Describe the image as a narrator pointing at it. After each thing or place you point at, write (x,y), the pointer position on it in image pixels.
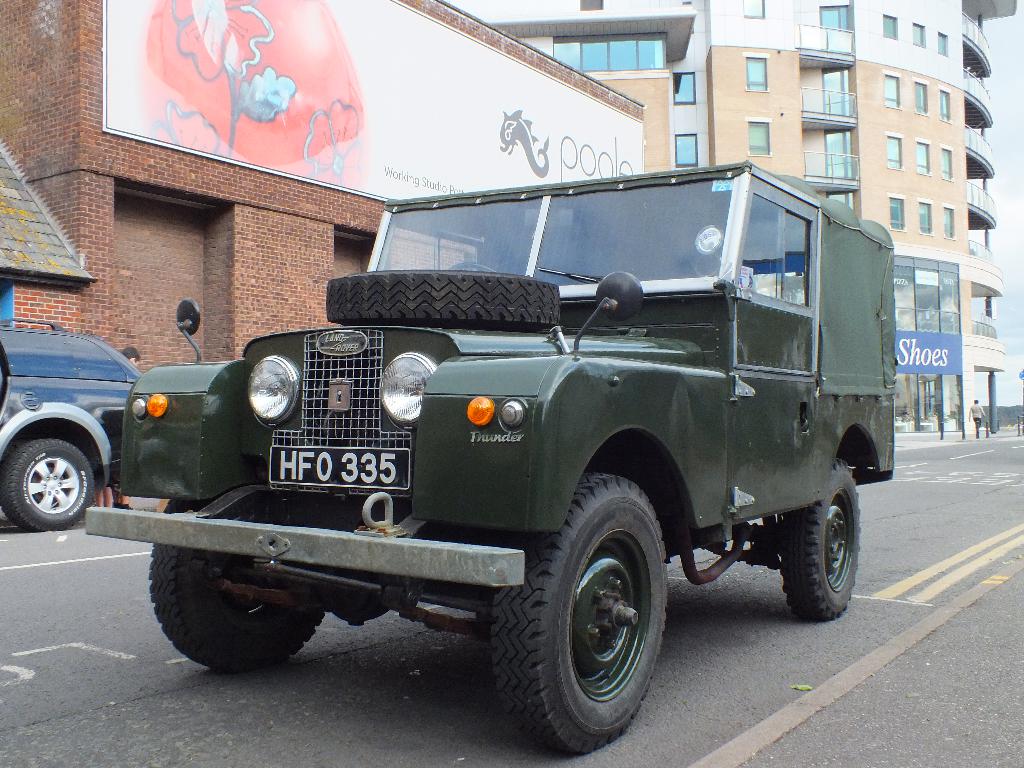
In this image we can see a jeep (194,342) on the road (80,681), here is the tire (368,295), here is the light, here are the buildings (640,100), here is the window glass (686,97), here is the wall (625,101).
